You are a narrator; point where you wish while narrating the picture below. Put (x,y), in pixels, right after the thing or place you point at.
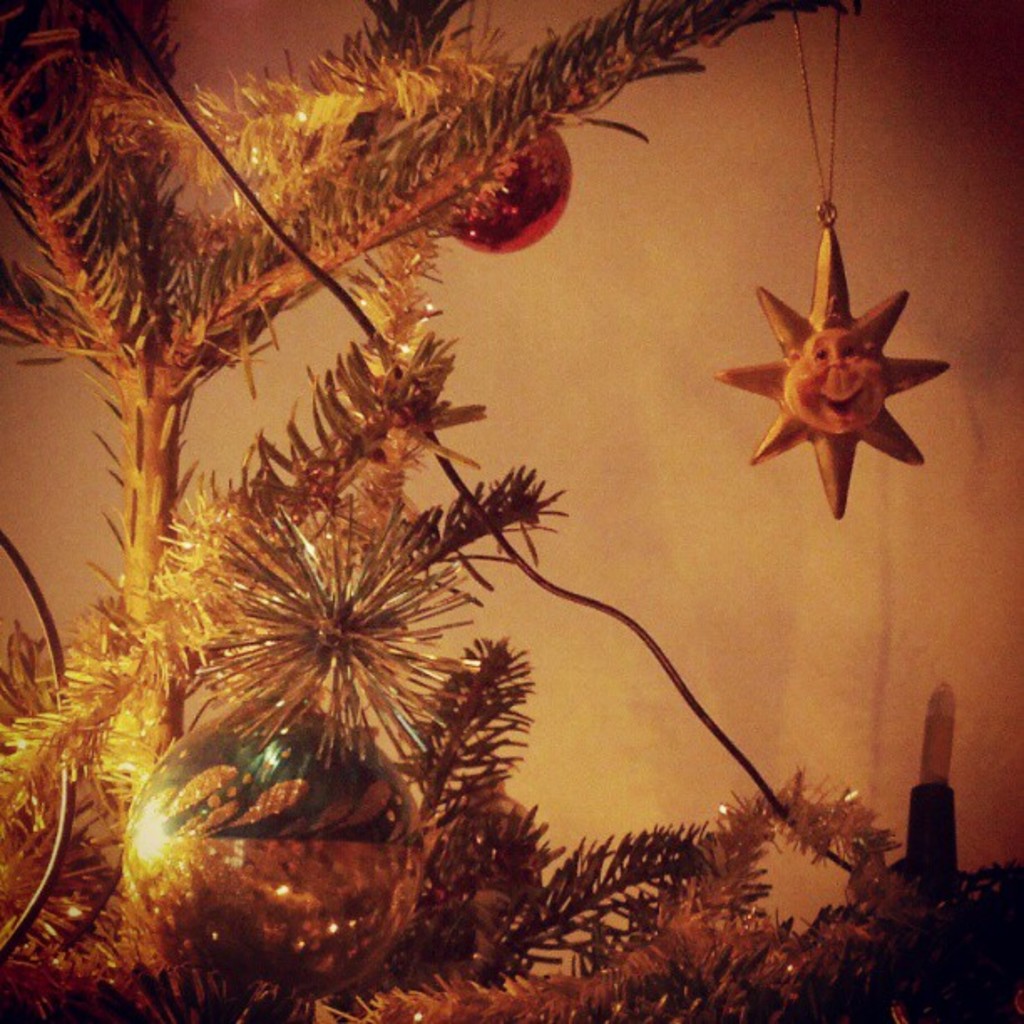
In this picture I can see decorative balls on the tree (341,365). I can see locket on the right side (839,404).
